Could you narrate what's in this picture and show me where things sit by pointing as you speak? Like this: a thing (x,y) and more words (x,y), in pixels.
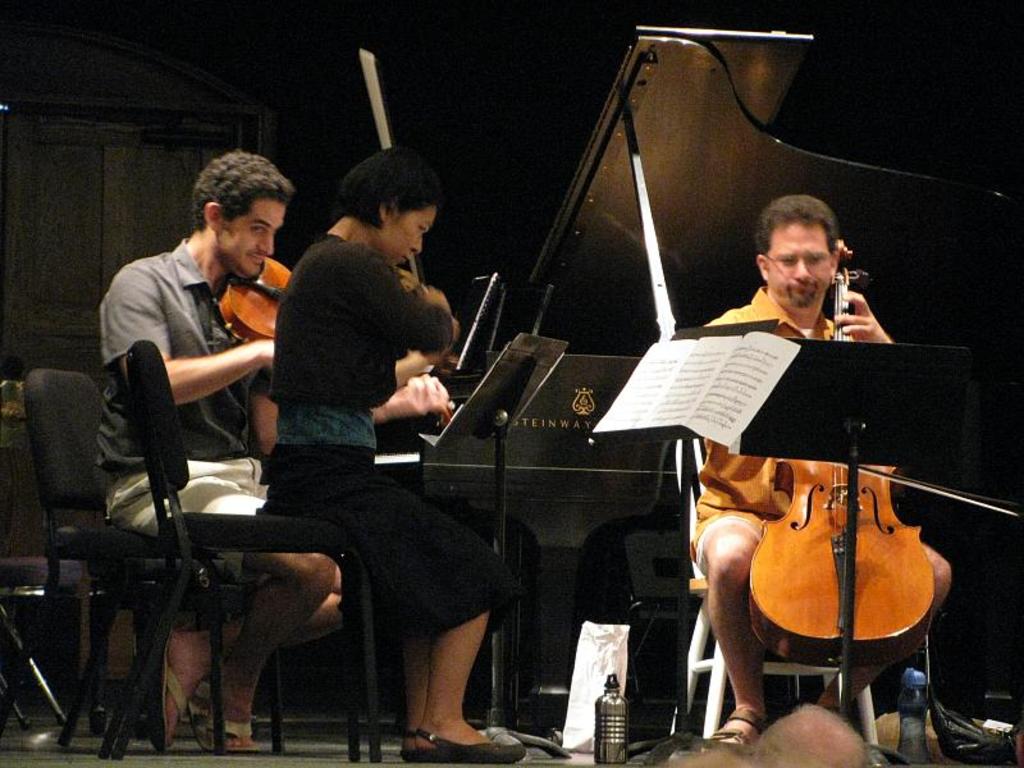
As we can see in the image there are three people (190,347) sitting. the man (820,318) on the right side (797,279) is wearing yellow color shirt (773,303) and holding a cello (862,551) and the women (415,234) in the playing a violin (408,283). She is wearing a black color dress (322,482). The man (201,259) on the left side (150,305) is wearing grey color shirt (193,280) and holding a violin (237,298) and on floor (282,753) there is a bottle (602,726).
